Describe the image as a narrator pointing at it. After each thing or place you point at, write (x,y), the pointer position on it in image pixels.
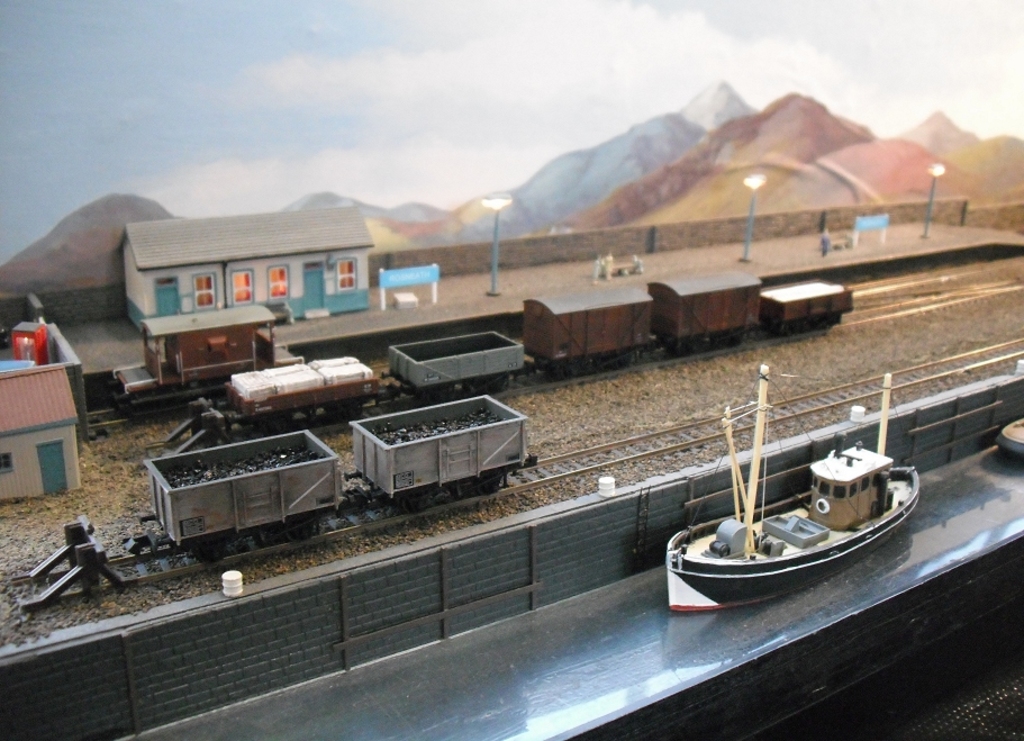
In this image, we can see a few toys (748,539) like a ship (695,590), trains (506,385), houses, railway tracks (569,465), hills (935,126), poles (928,209). We can see the fence (913,212) and the sky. We can see the ground (119,472) with some objects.
